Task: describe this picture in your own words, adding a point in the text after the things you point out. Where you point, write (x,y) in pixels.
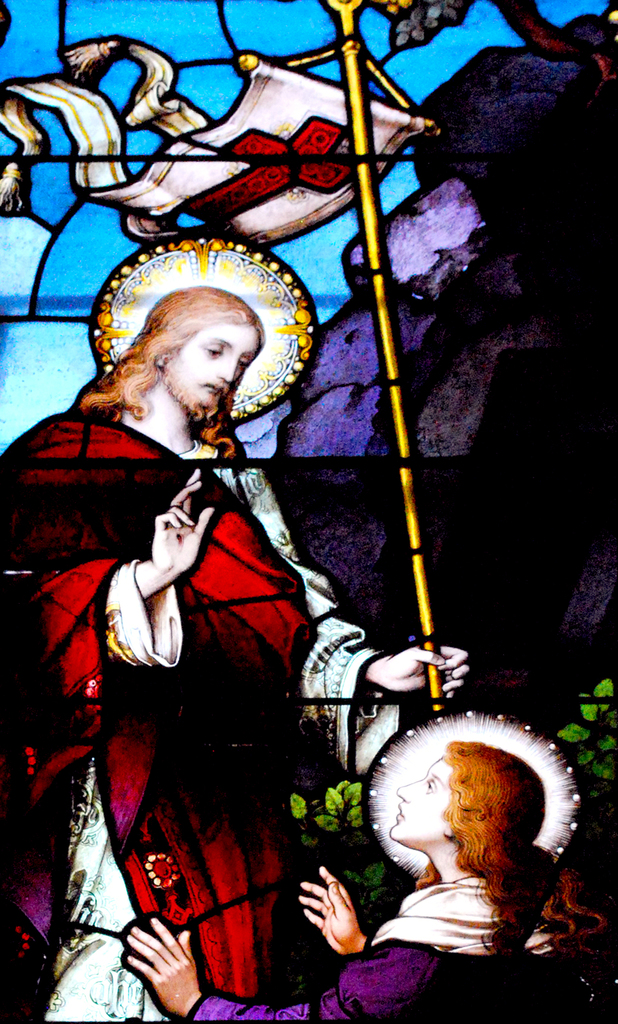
This image is a picture, in this there is Jesus (266,906) and there is a woman (328,881), in the background (228,100) there is a sky (221,107).
